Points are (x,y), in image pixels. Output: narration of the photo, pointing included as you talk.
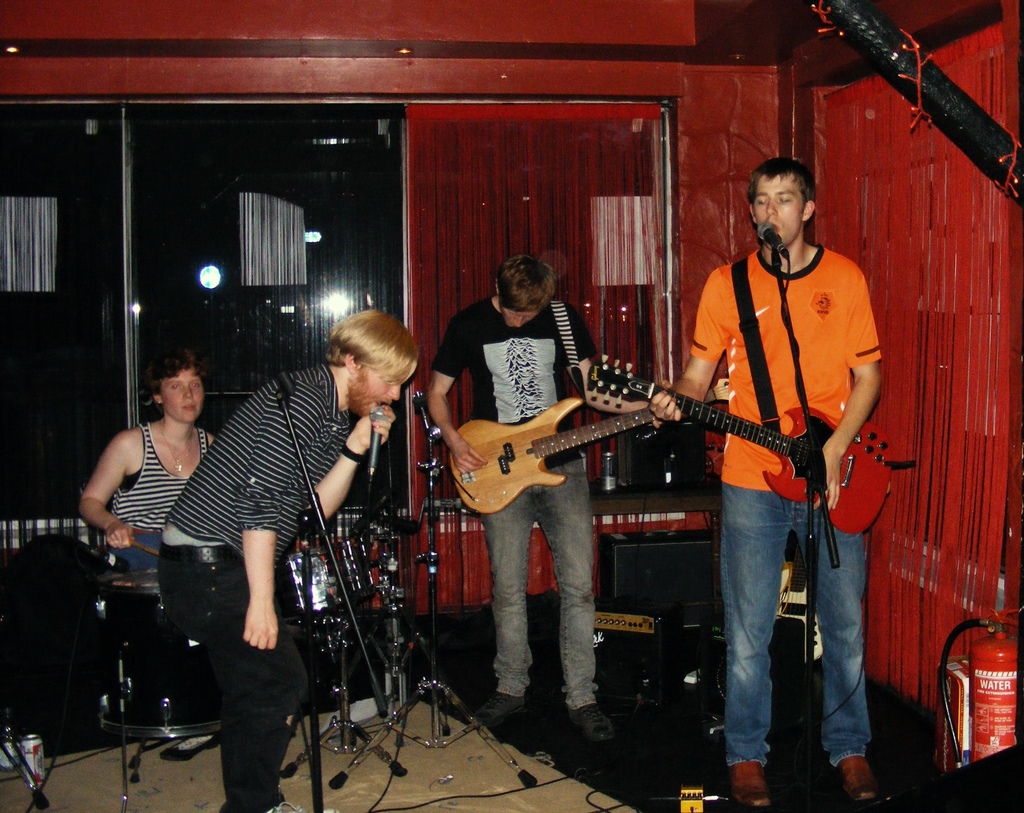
In this picture we can see some people (123,492) are singing and playing musical instruments (489,493) in a room (435,333), and glass windows (29,106) to the wall (44,81).
